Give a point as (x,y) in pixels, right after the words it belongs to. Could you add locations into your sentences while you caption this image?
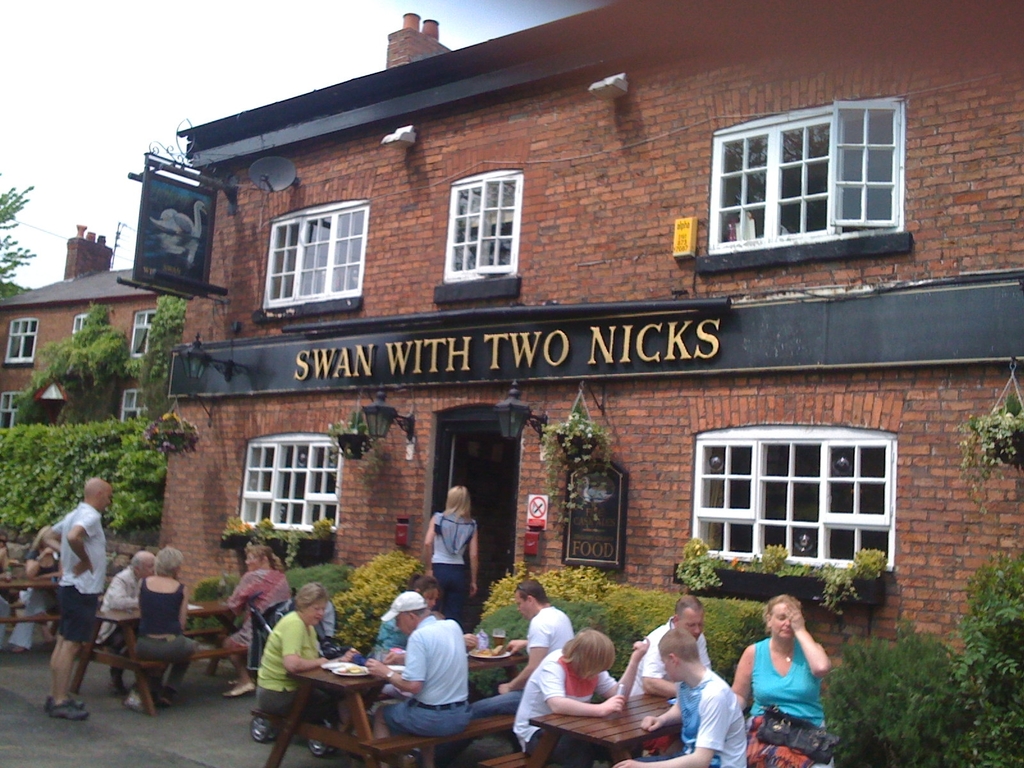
In this picture we can see some people (490,710) sitting on benches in front of tables (638,722), there are two persons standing here, in the background (433,446) there is a building (466,396), we can see glass windows (903,186) here, there is a hoarding (196,281) here, there is the sky (160,95) at the top of the picture (156,65), we can see some bushes (599,603) here, at the right bottom (923,709) there is a plant (948,705).
